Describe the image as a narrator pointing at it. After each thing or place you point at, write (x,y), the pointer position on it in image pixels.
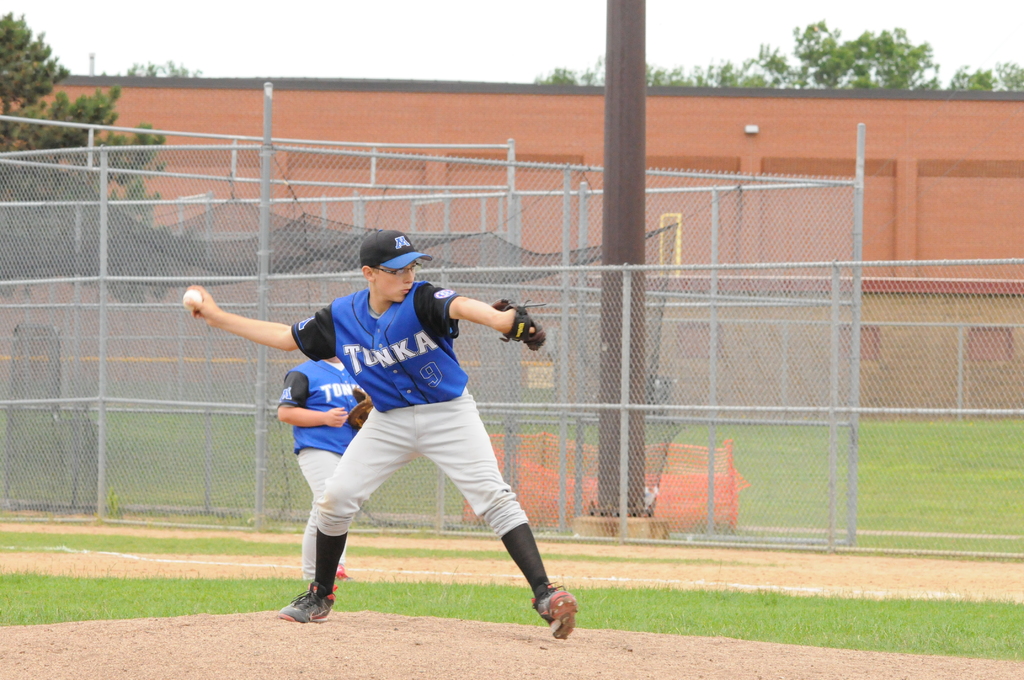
In this image, there are a few people (380,407). Among them, we can see a person (434,414) holding some object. We can see the ground (452,564) covered with grass (45,606) and some objects (63,423). We can also see some poles (850,522) with nets (647,234). There are a few trees (18,50). We can see the wall (518,99) and the sky (582,22).
